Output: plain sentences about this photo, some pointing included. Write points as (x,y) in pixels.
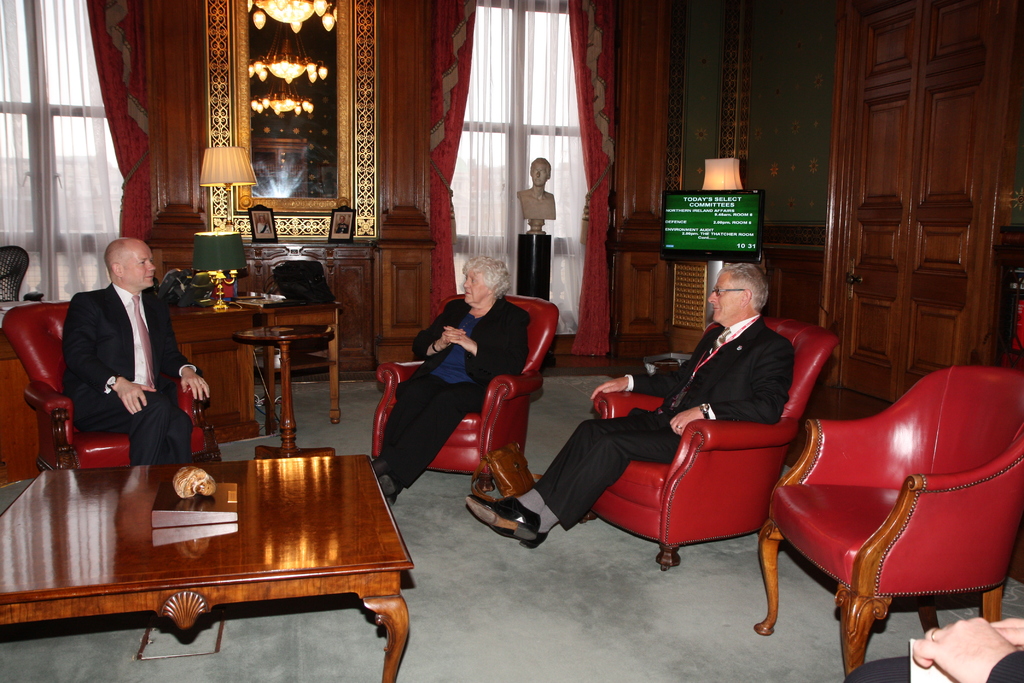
In the image we can see there are people (84,297) who are sitting on red colour chair (712,447) and there is wooden table (157,544) on which there is book (215,489) and at the back (724,214) there is tv (705,232).
